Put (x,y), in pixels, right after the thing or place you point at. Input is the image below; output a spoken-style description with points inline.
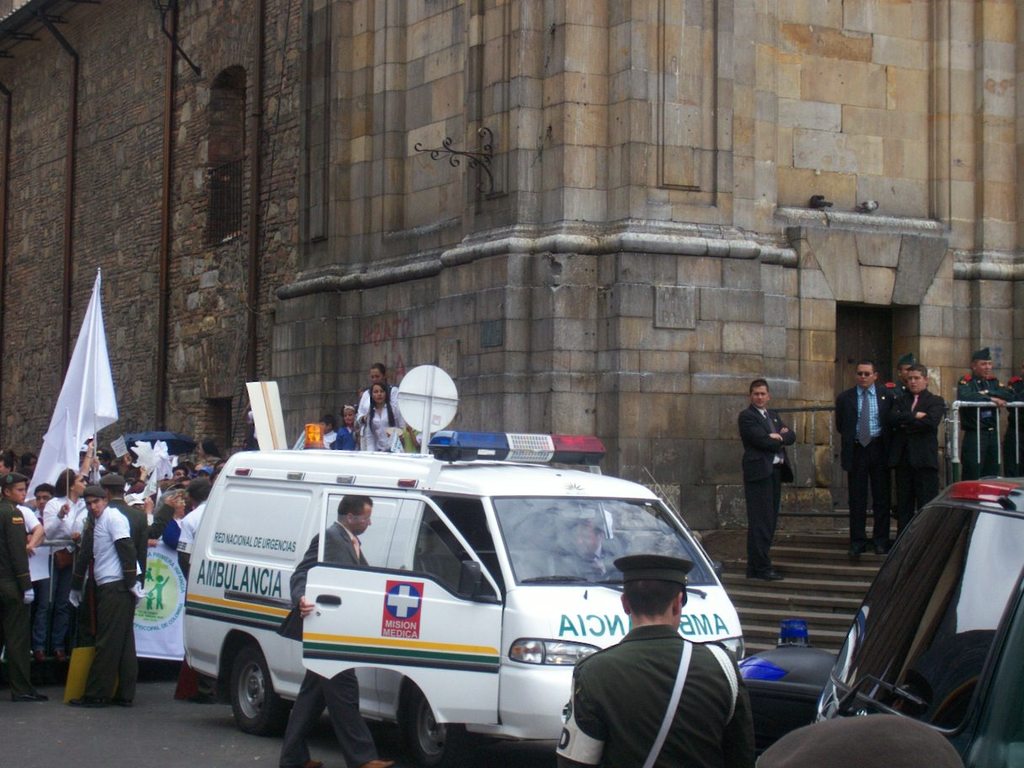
In this image we can see there are few vehicles (327,610) and few people (26,522) are walking and standing on the road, in them few are holding banners (258,404) and flags (78,454), a few are standing on the stairs (816,547) of a building (567,157).
